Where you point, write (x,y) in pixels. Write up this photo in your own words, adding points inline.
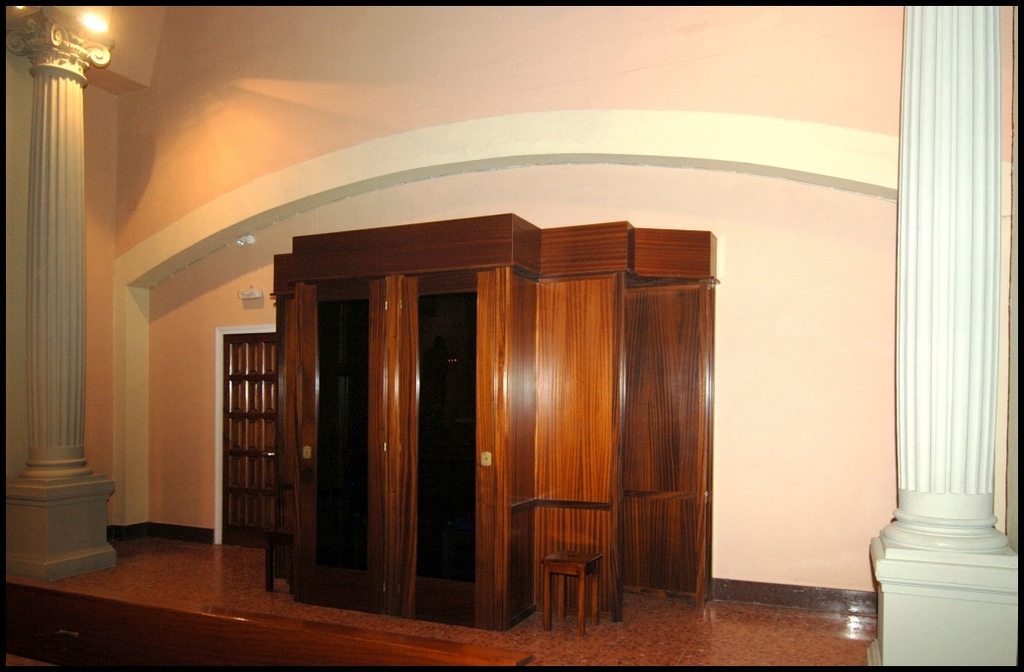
In this image, I can see wooden stools (268,568) on the floor (355,613) and there is a door (337,402). On the left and right side of the image (929,453), I can see the pillars (984,467). In the background (121,472) there is a wall (121,472). At the bottom of the image (338,652), I can see a wooden bench (373,646).
